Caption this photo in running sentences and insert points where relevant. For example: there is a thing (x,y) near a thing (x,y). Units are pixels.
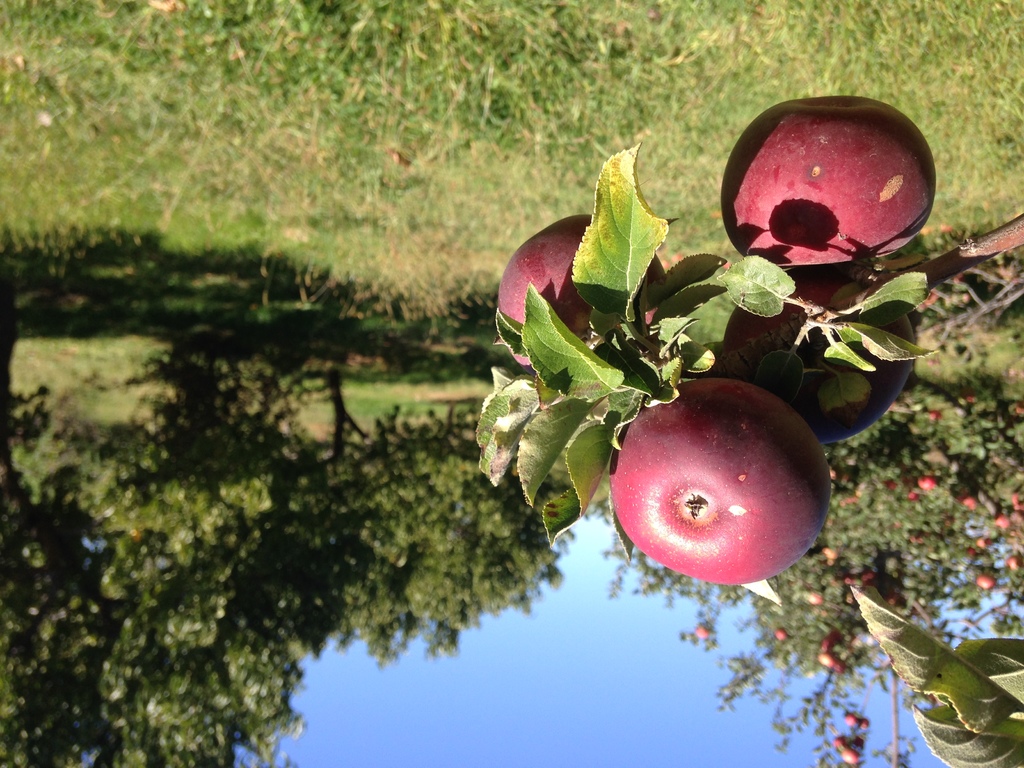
In this picture we can see the grass (455,230), trees (524,562), apples (737,528) and in the background (666,696) we can see the sky (495,745).
